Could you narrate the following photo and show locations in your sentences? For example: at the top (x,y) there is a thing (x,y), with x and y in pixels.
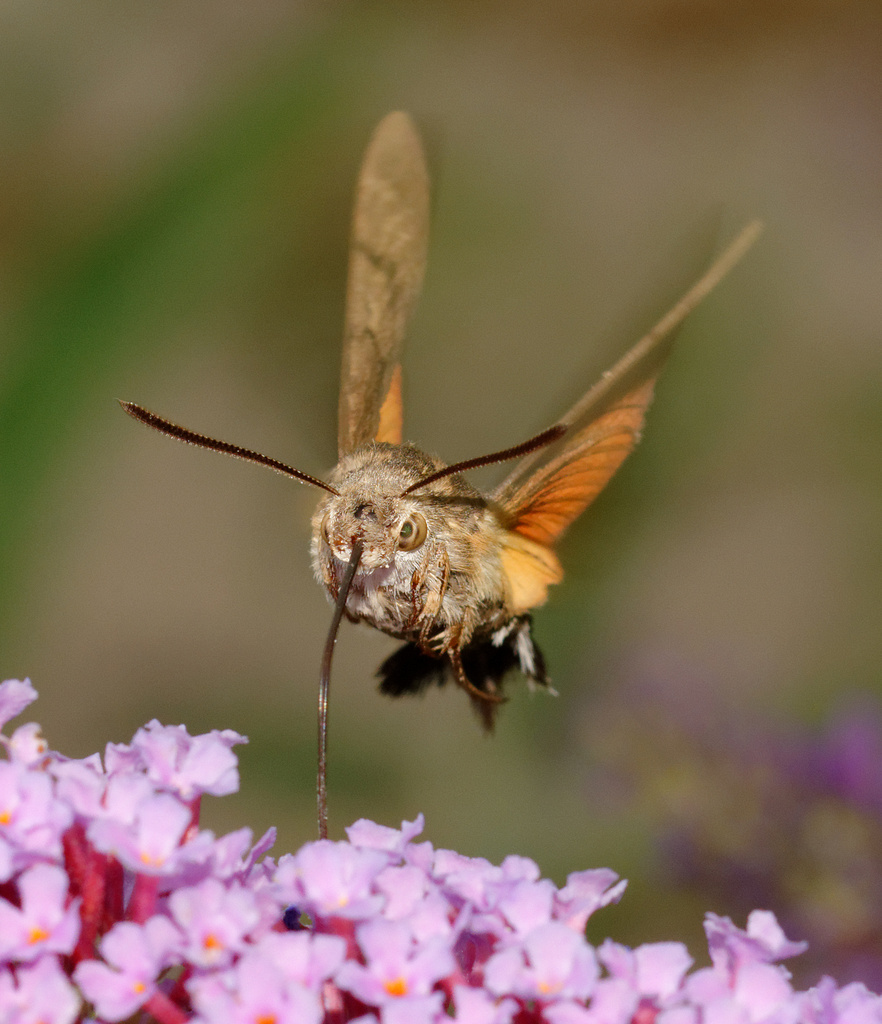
At the bottom of this image (169,936) there are some flowers (179,882). Above the flowers (518,992) there is a moth (409,488). The background (764,613) is blurred.
